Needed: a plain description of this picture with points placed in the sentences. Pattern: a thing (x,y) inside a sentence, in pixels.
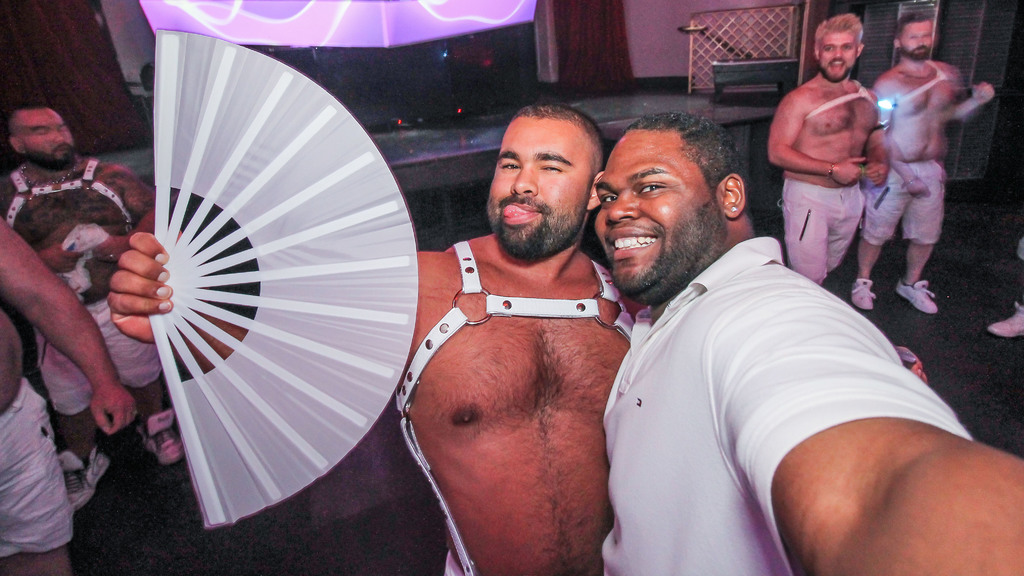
This picture is clicked inside. In the center (520,329) there is a person (518,314) holding a white color folding fan (334,321) and standing and we can see the group of persons (715,413) standing on the ground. In the background (680,67) we can see the wall (655,44) and some other objects (703,92).
